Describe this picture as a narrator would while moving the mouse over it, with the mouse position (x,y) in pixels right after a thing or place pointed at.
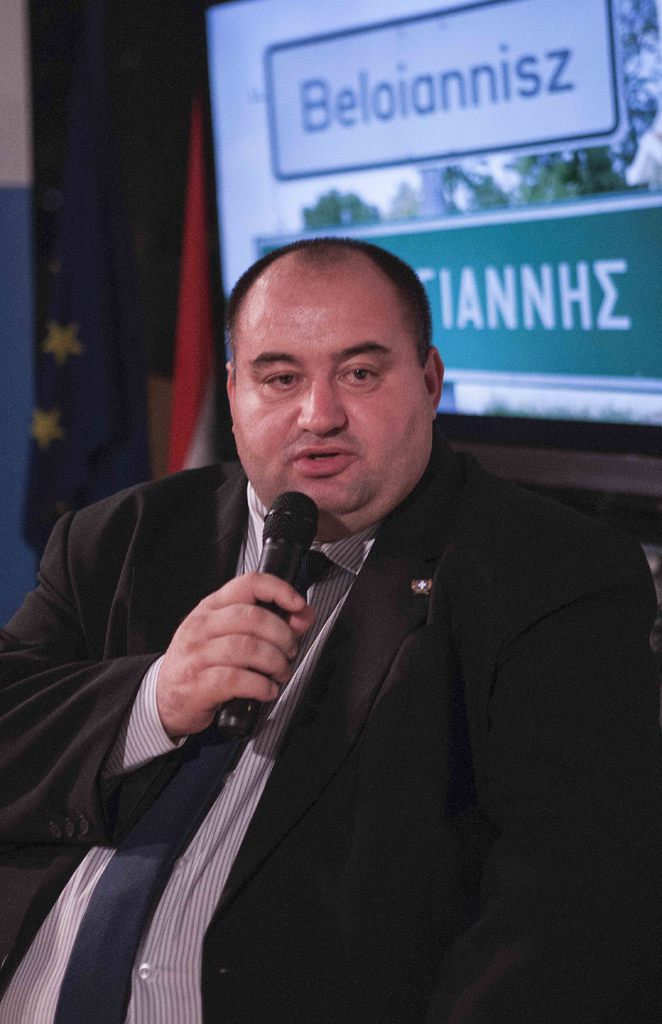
In this image there is a person (248,603) wearing a suit (82,823) and tie (150,822). He is holding a mike (264,569) in his hand (233,697). Behind him there is a screen (259,115) attached to the wall (635,479). On the screen (462,247) some text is displayed. Beside the screen (498,222) there is a flag (123,327). Background (200,45) there is a wall (140,181).
